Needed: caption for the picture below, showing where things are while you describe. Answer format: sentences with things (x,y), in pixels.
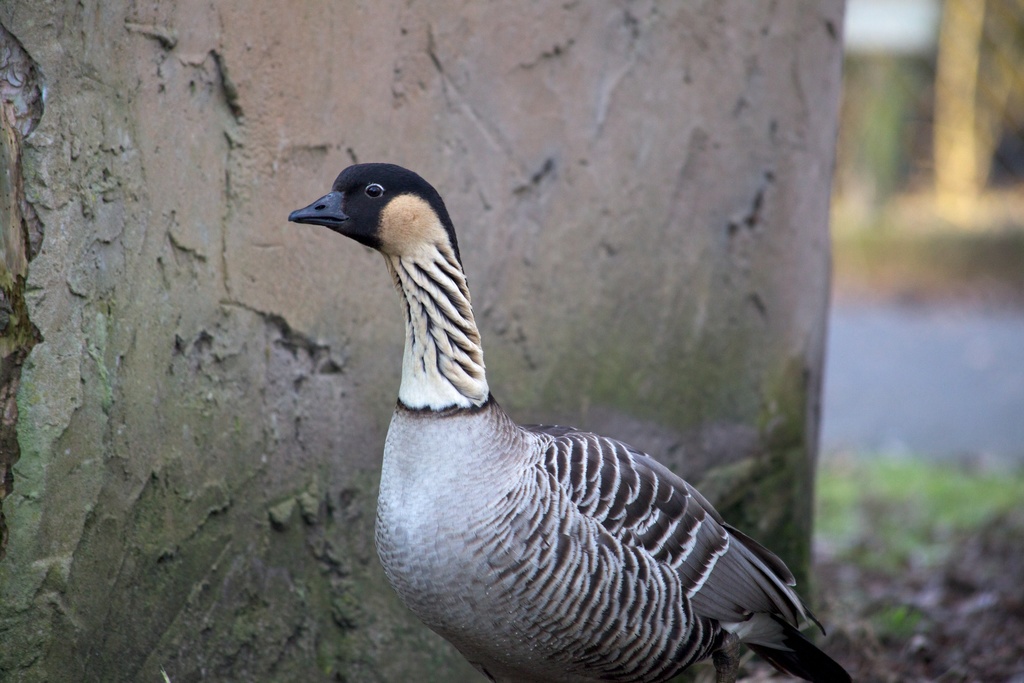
In this picture we can observe a bird (544,535) standing on the land (921,504). The bird (567,580) is in white and black color. Beside the bird (516,570) there is a wall (293,276). In the background (915,234) it is completely blur.
